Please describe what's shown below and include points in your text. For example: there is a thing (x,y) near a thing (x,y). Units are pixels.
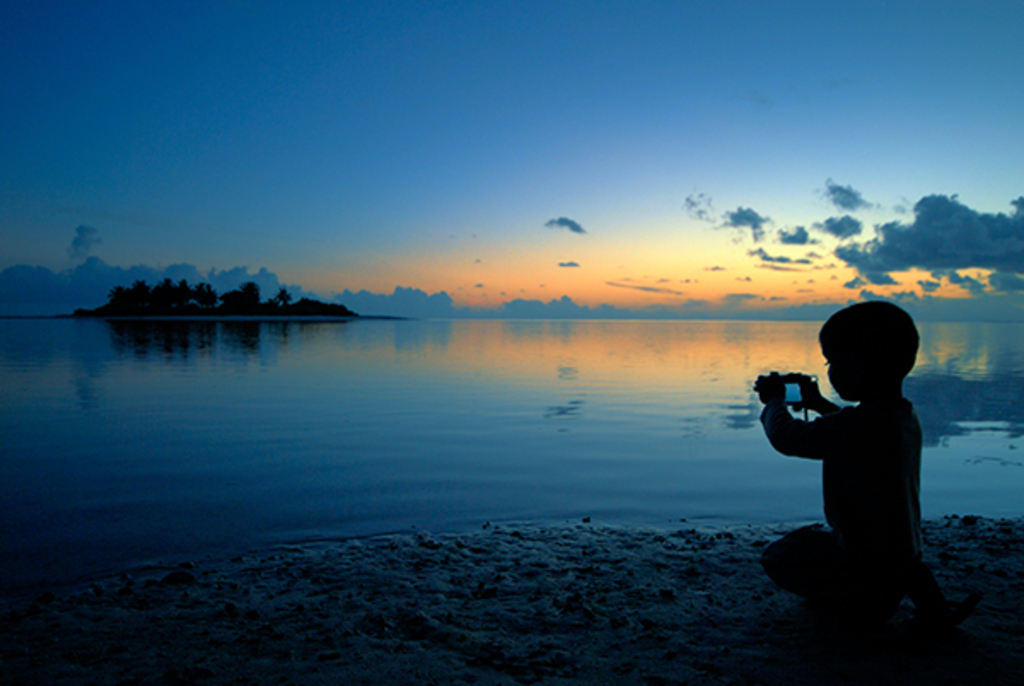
In this image we can see a kid (826,430) taking a picture using a camera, there are trees (271,298), also we can see the sea (295,322) and the sky (419,278).
